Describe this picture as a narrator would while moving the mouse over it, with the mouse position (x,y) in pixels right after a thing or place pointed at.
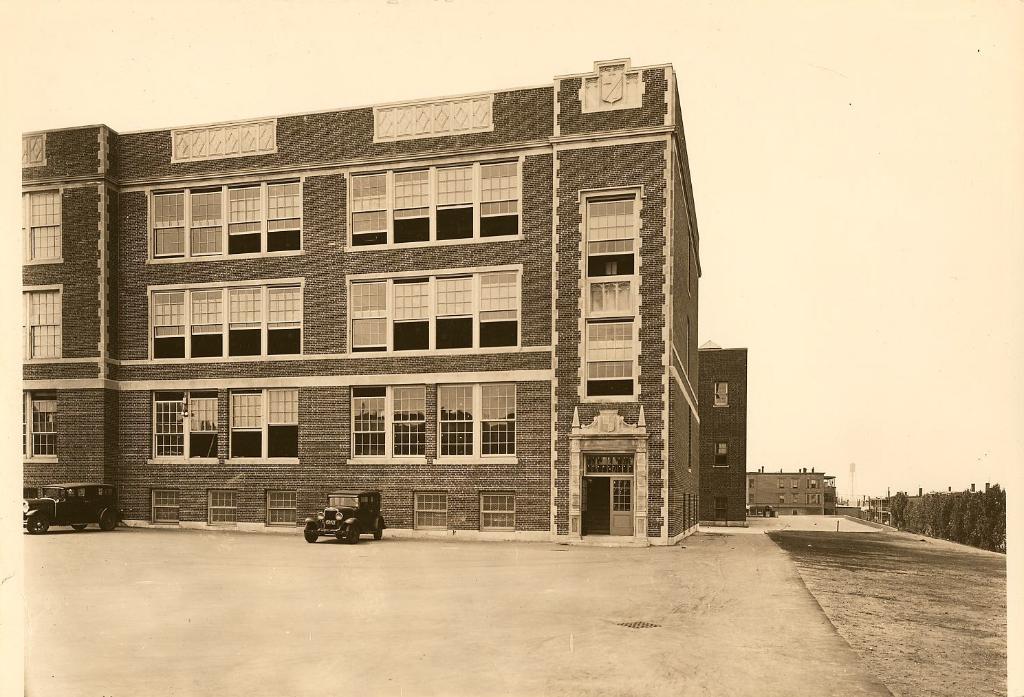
In the center of the image (642,412) there are buildings (684,489). At the bottom (328,521) we can see vehicles (116,517). On the right (910,503) there is a wall (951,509). At the top (513,35) there is sky (453,75).
